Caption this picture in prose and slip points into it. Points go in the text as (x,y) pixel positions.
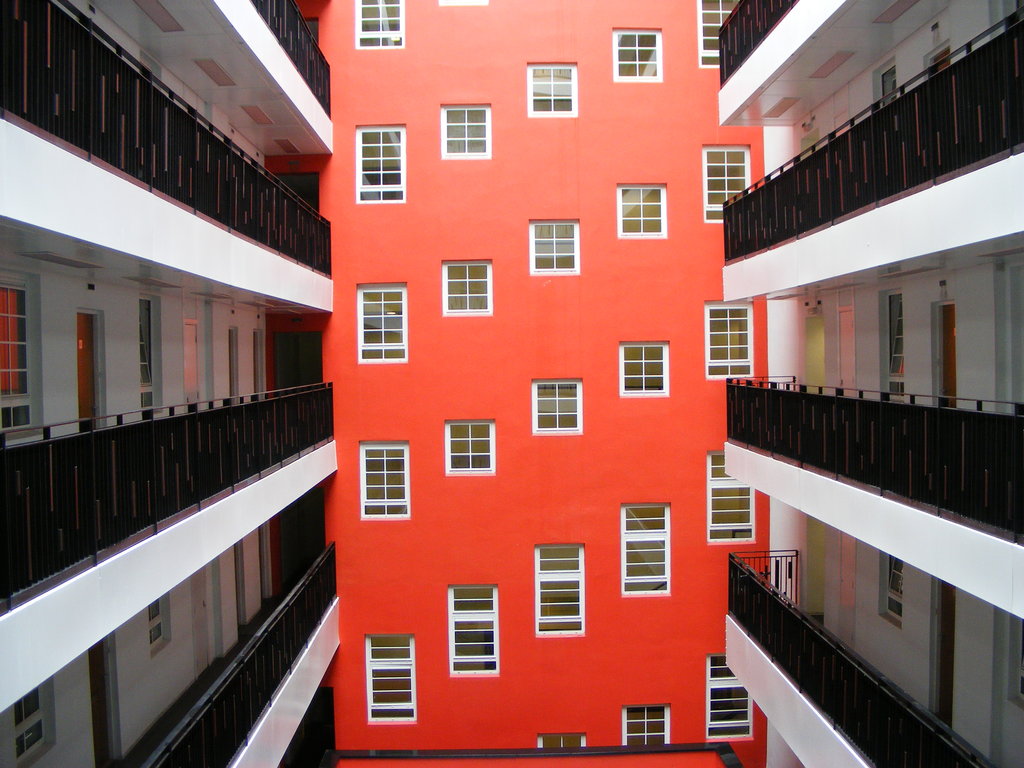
In this picture there are buildings (276,47) on the right (805,445) and left side of the image (225,311) and there is another red color building (435,497) in the center of the image (591,381), there are many windows (458,282) on it.
